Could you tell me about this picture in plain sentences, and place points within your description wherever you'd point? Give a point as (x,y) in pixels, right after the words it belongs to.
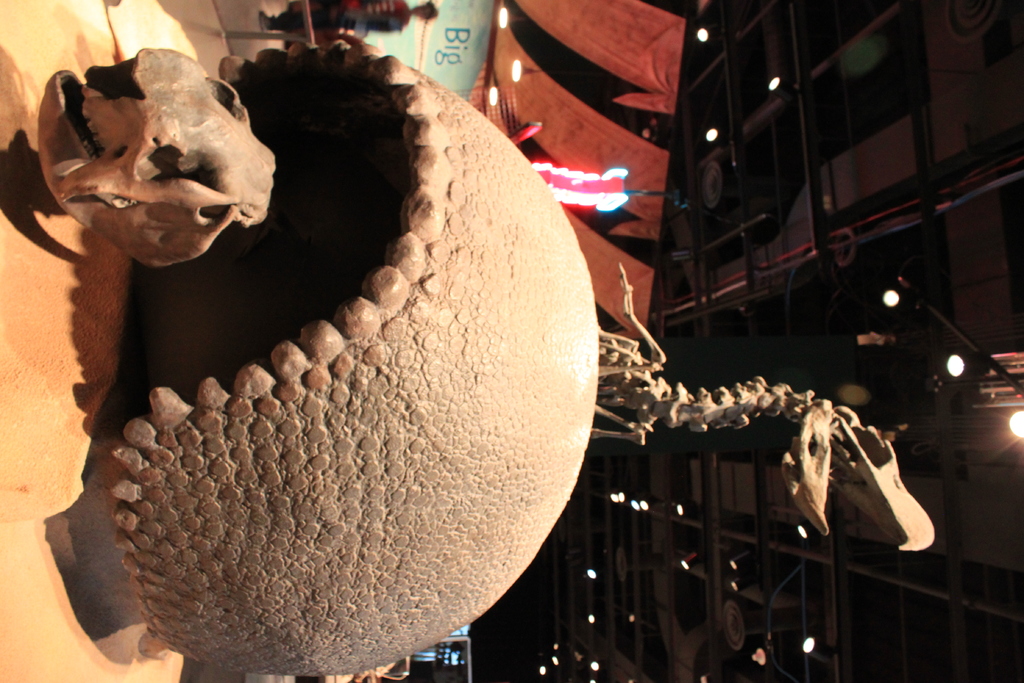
In this image I can see a skeleton (443,538) and some other things (349,408) and behind there are some lights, poster (427,49) and people (372,21).
